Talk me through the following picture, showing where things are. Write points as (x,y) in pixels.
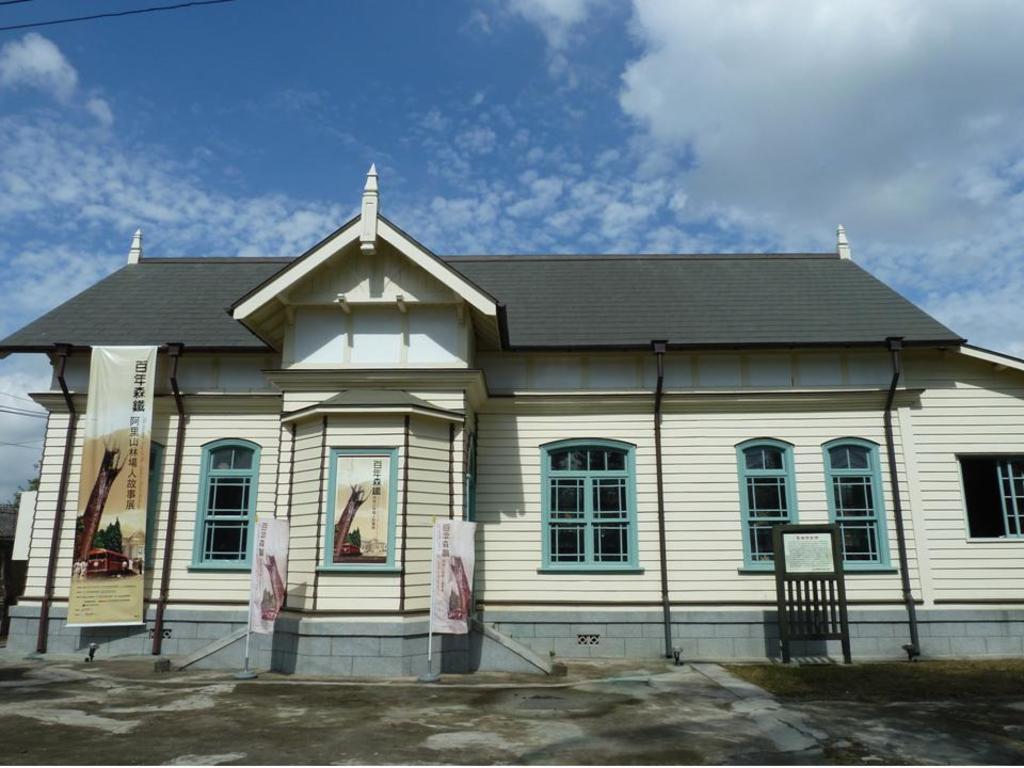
In the image there is a building (607,470) with walls (712,439), windows (602,539), roofs (249,315) and also their posters (337,490). In front of the building (770,479) there is a pole (779,569) with board (795,555). At the top of the image (435,56) there is sky (491,100) with clouds (797,112).
